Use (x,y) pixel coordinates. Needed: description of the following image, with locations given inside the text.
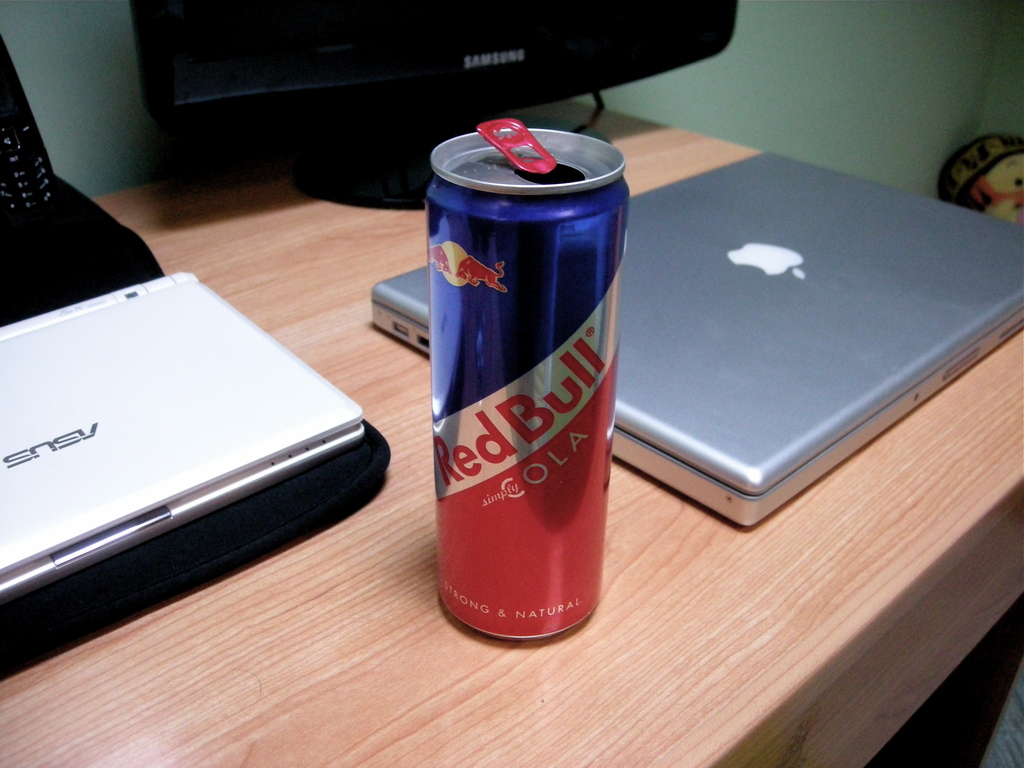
In the picture we can see a table (516,727) on it, we can see a computer system (437,108) which is black in color and in front of it, we can see a laptop (895,413) which is gray in color and apple symbol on it and beside it, we can see a red bull tin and besides we can see another laptop (146,305) which is white in color and a mobile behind it on the stand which is black in color.
